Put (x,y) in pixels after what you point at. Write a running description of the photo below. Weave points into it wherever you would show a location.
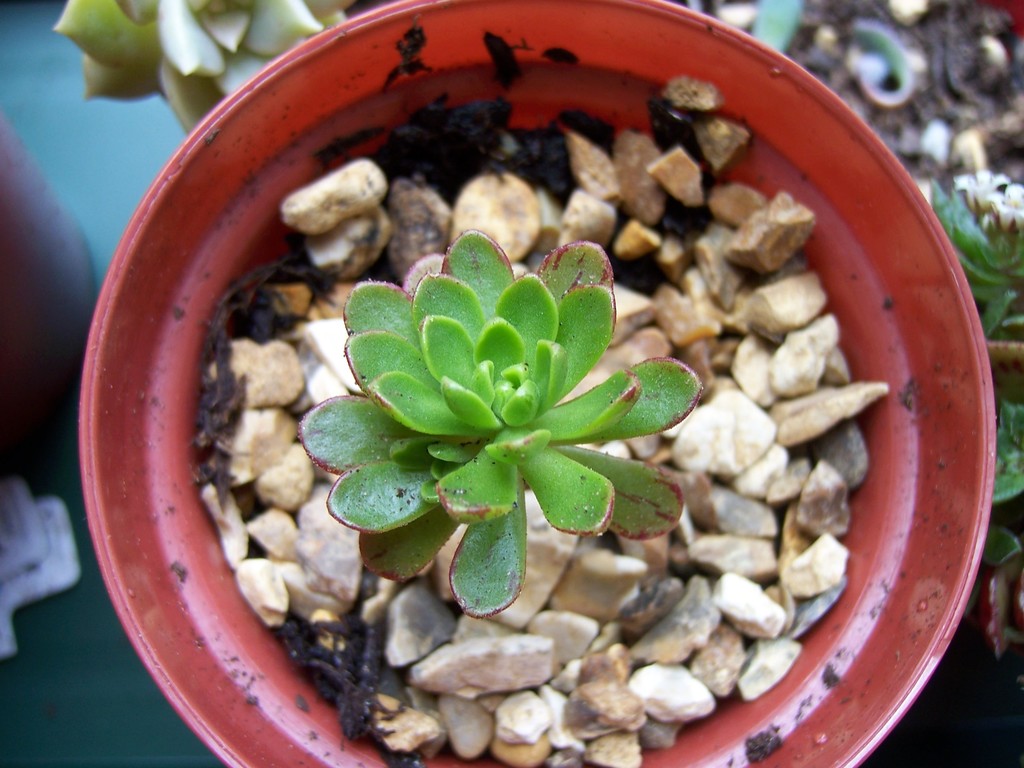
In this image, we can see a flower pot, there is a small plant (447,489) in the pot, we can see some stones (723,497) in the pot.
